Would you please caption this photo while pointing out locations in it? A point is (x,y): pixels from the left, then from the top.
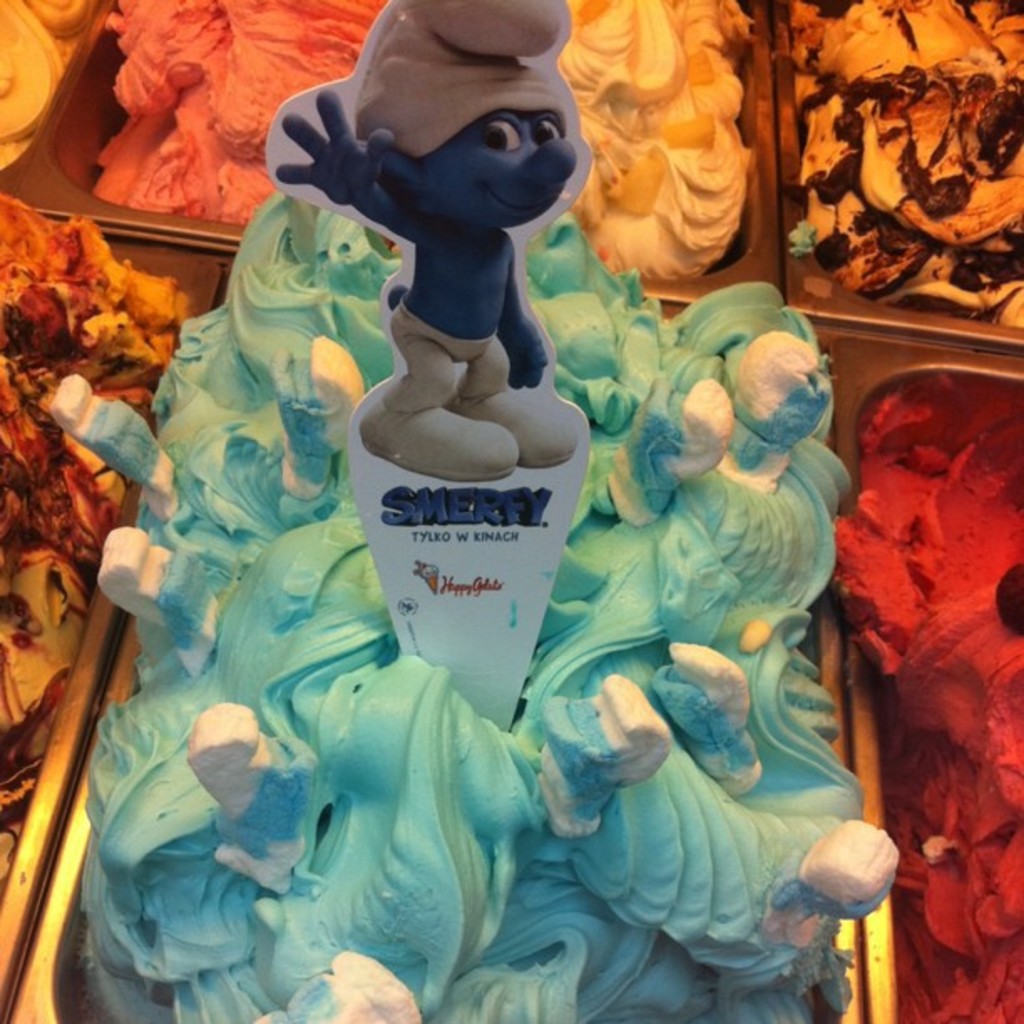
In the image there are different flavors of ice cream (692,875) in trays (886,975) with a Smurf sign (467,174) in the middle of it.
